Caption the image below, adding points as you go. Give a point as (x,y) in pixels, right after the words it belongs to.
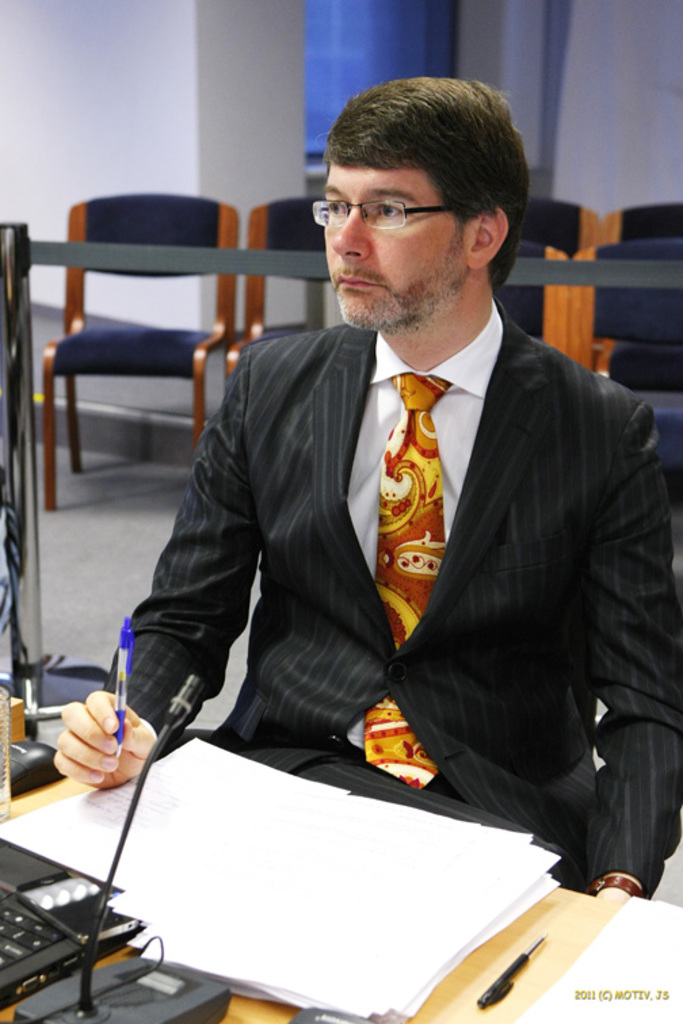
In this image there is a person (555,399) holding a pen (123,683) is wearing suit (325,450) and tie (400,429) is sitting on chair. On the table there are few papers (310,955). On top of table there is a microphone (115,984), aside to that there is a laptop (17,932) and there is mouse (32,750). At back (113,341) to the person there are few chairs (126,340). Background of the image (240,63) is having a wall (278,45).
